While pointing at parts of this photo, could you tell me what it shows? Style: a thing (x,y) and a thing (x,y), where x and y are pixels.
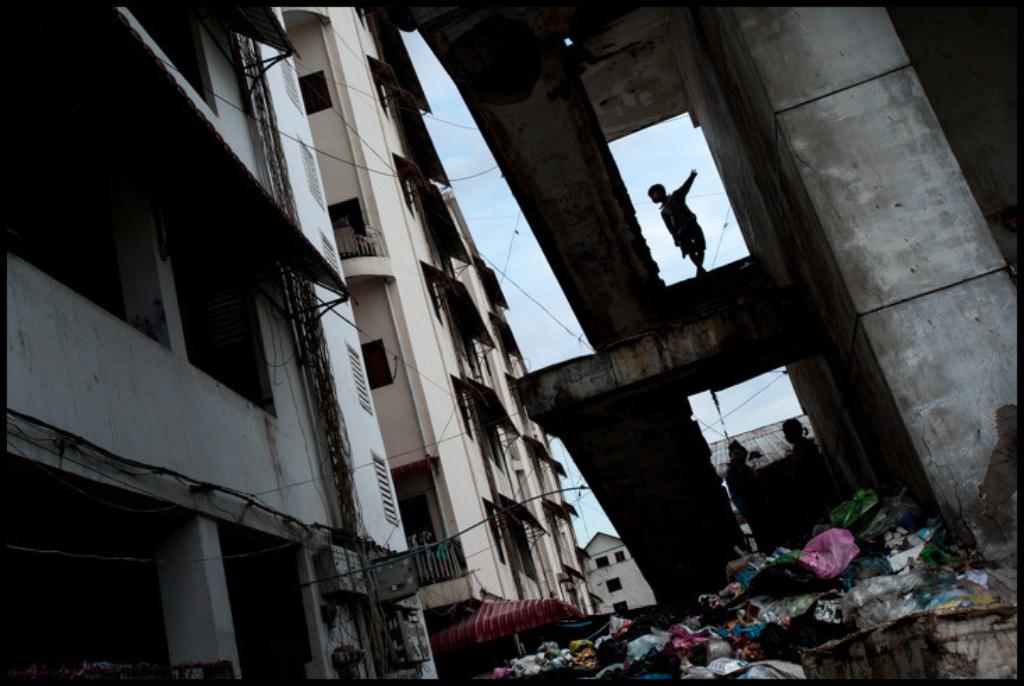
In this image at the bottom (848,622) there is the garbage (847,618). In the middle (679,230) there is a kid (663,204) on this structure (740,199). On the left side (168,342) there are buildings (432,480).
